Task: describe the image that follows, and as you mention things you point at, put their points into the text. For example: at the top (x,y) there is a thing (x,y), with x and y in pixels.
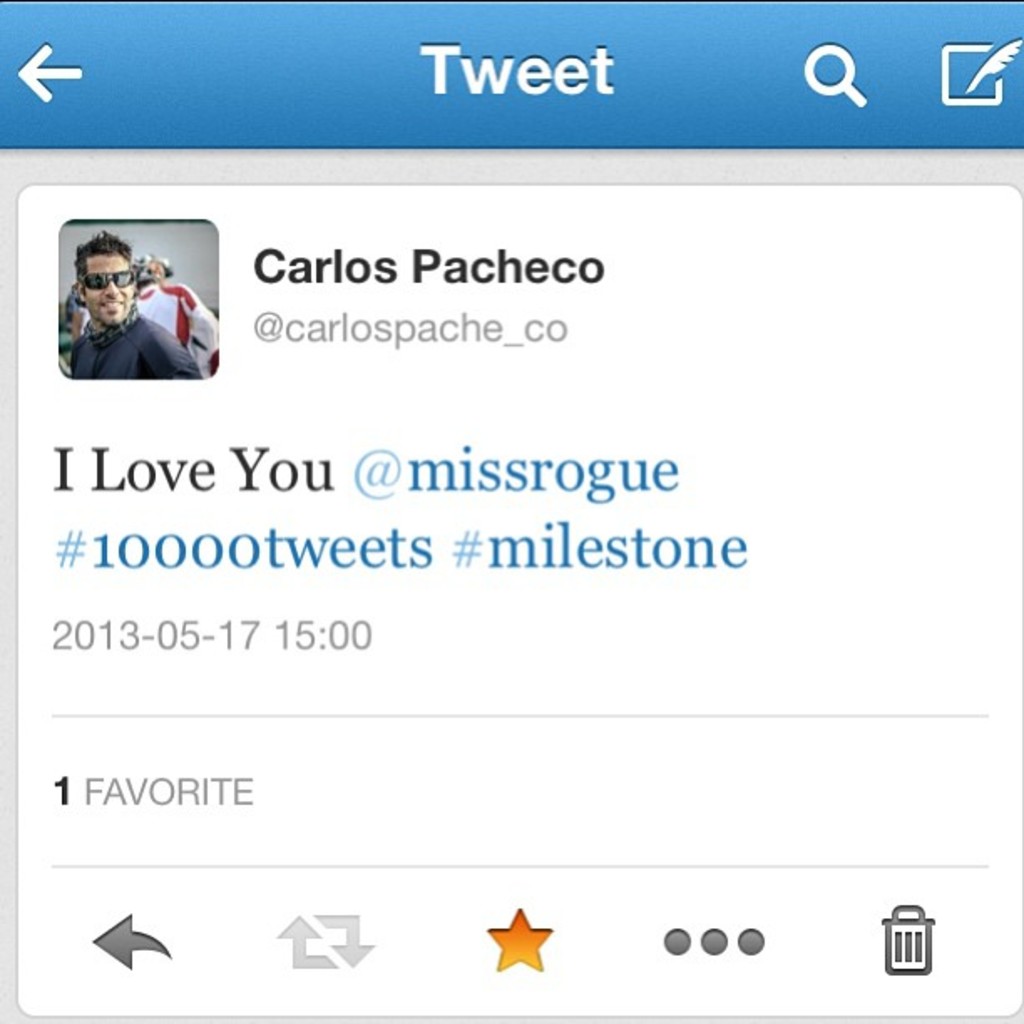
In this image there are symbols (900,958), text (441,540) and a picture (133,284). To the left (155,344) there is a picture (116,288) of a person (112,263). The person (110,282) is wearing a spectacles (123,276). Around the picture (132,263) there is the text (462,270). At the bottom (538,952) there are symbols (521,952) of an arrow (133,945), a star (497,935), dots (685,937) and a delete bin (902,944).
